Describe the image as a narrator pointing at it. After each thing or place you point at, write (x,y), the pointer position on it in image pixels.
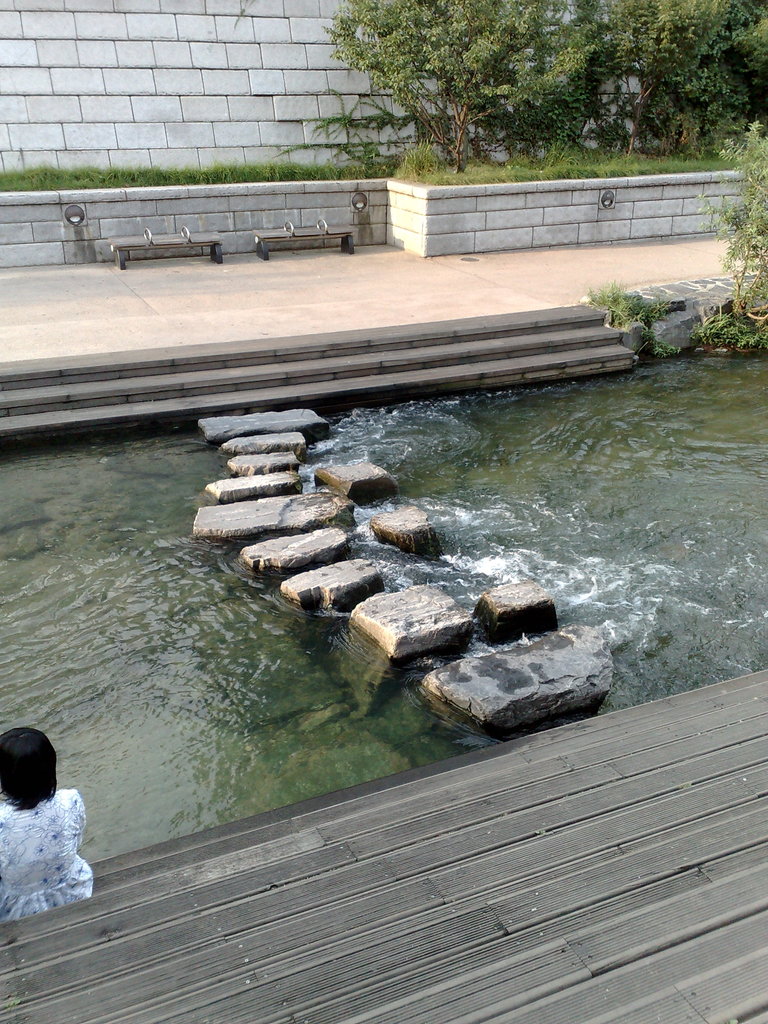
In this image we can see walls (145,93), trees (397,88), grass (571,174), benches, stairs (430,375), rocks (345,594) above the water (579,583) and a person (45,885) sitting on the floor (224,902).
